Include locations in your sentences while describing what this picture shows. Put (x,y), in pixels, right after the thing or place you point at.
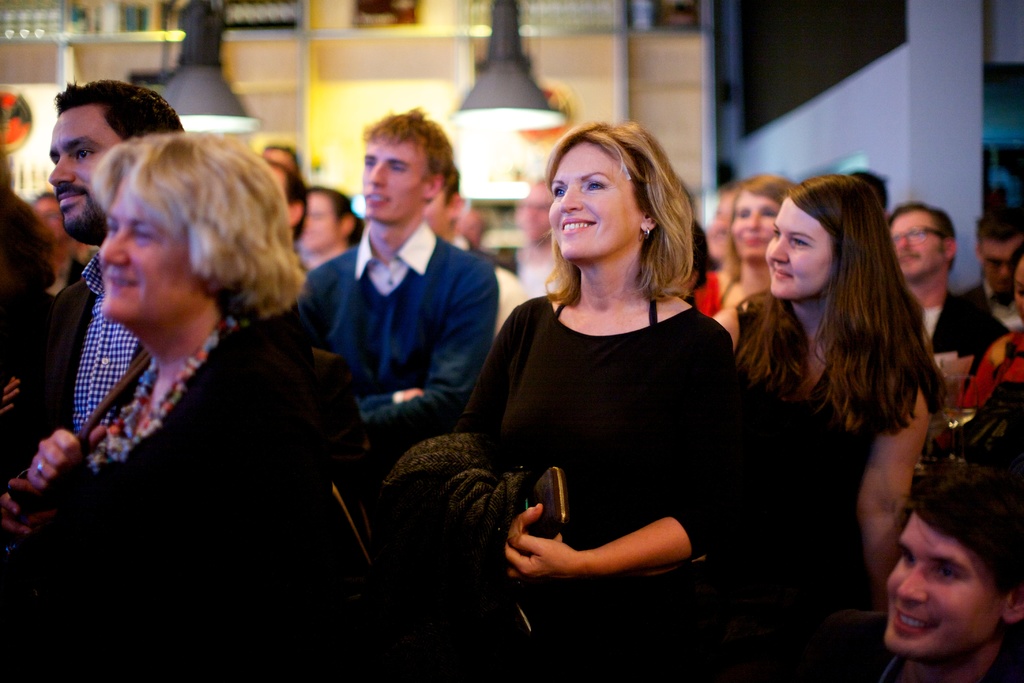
In this picture we can see a group of people (324,294). Behind the people (182,281), there are lights (475,124), wall (678,78) and the blurred background (694,74).
